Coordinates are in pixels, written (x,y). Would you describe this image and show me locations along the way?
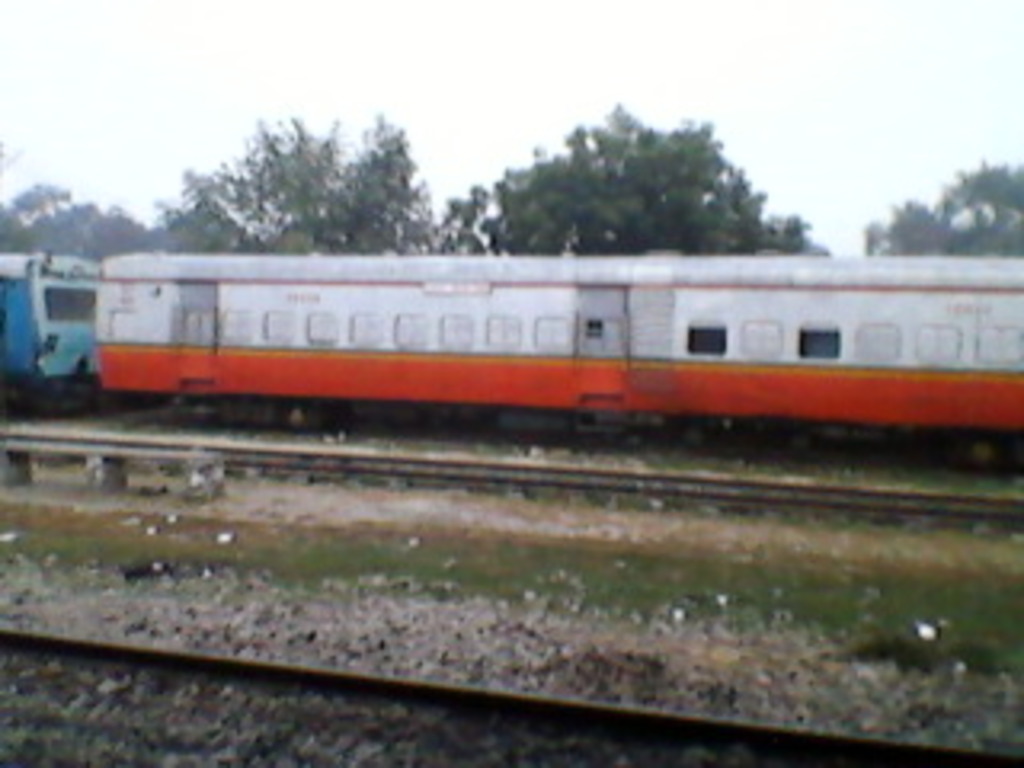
There is a train (371,335) on the track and this is grass (838,574). In the background (663,240) we can see trees (879,230) and sky (682,64).
